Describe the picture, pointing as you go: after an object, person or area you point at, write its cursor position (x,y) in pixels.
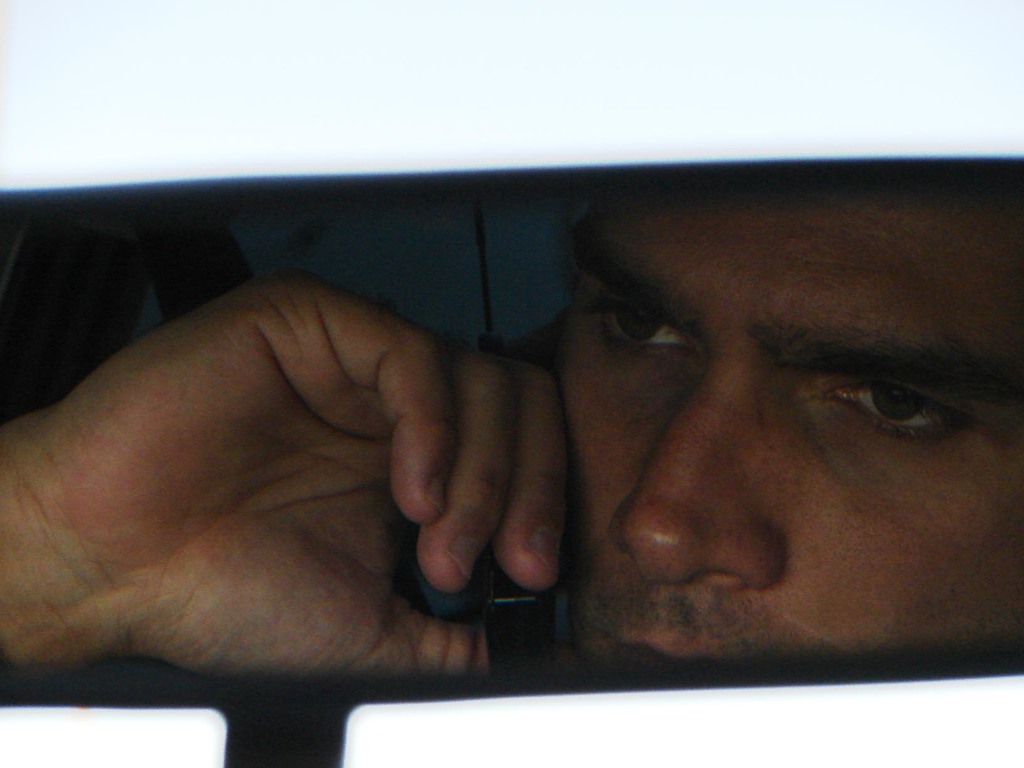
In this picture we can see a person (522,543).
